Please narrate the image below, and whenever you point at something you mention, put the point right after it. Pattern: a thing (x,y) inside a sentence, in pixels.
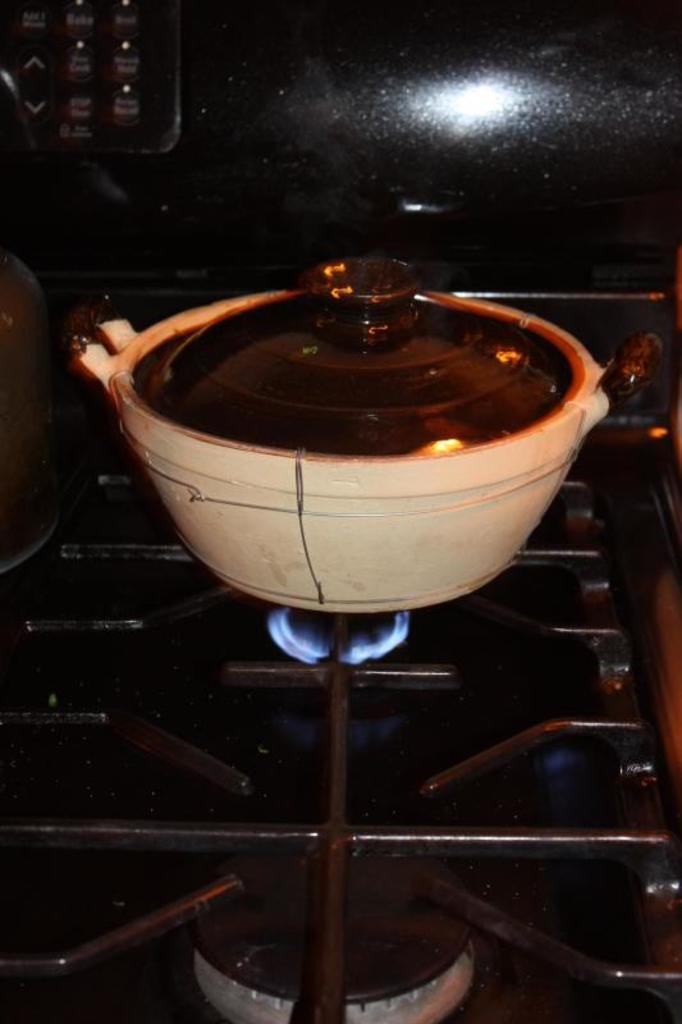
In this image I can see the gas stove (367,726) and black colored grill (481,849) on the gas stove (303,700). On it I can see a white and black colored bowl (390,481). I can see the black colored background (343,50) and few buttons (135,118).
